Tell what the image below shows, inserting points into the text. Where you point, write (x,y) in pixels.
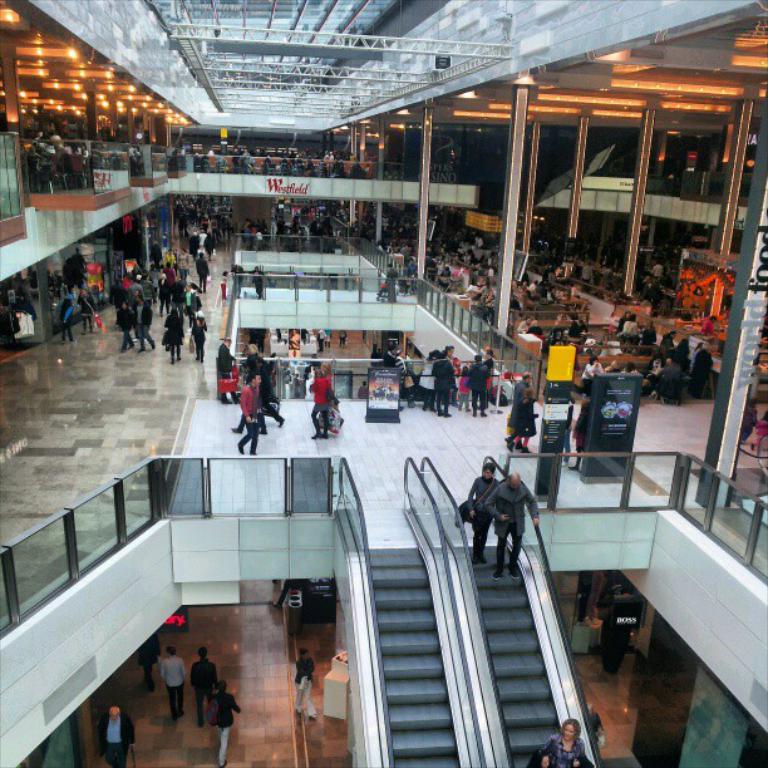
In this image, we can see the inside view of a building (687,631). Here we can see people (756,441), escalators (484,624), banners (604,395), pillars (729,389), chairs (631,359), tables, glass objects (22,584) and few things (405,282). At the top of the image (334,82), we can see few rods (310,55). Here we can see few people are walking. Few are standing on the escalators (474,600).
